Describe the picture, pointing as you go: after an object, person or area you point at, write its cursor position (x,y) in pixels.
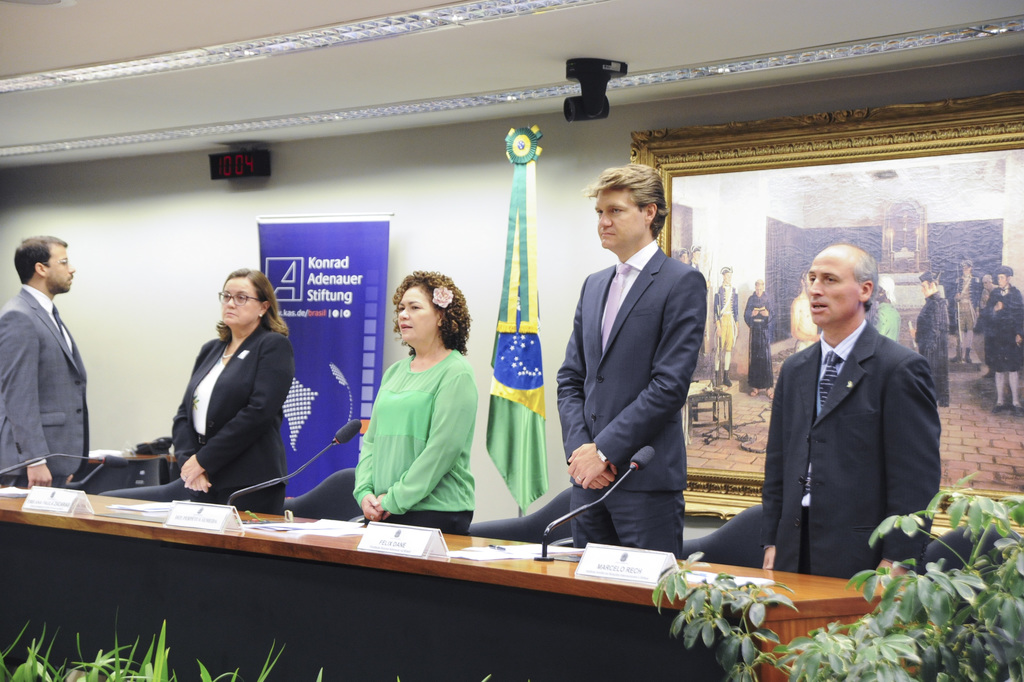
This picture is taken inside a conference hall (687,529). In this image, in the middle (628,351), we can see four people (630,455) are standing in front of the table (556,562), on that table (201,540), we can see some boards (626,562), a microphone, pen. On the left side (88,409), we can see a man (30,366) wearing a gray color suit (26,367) is standing. In the background (710,409), we can see some chairs (738,515), photo frame (734,409), cloth (544,393), hoardings (294,303), LCD display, camera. At the top (190,70), we can see a roof (184,7), at the bottom (920,637), we can see some plants (1006,539).
